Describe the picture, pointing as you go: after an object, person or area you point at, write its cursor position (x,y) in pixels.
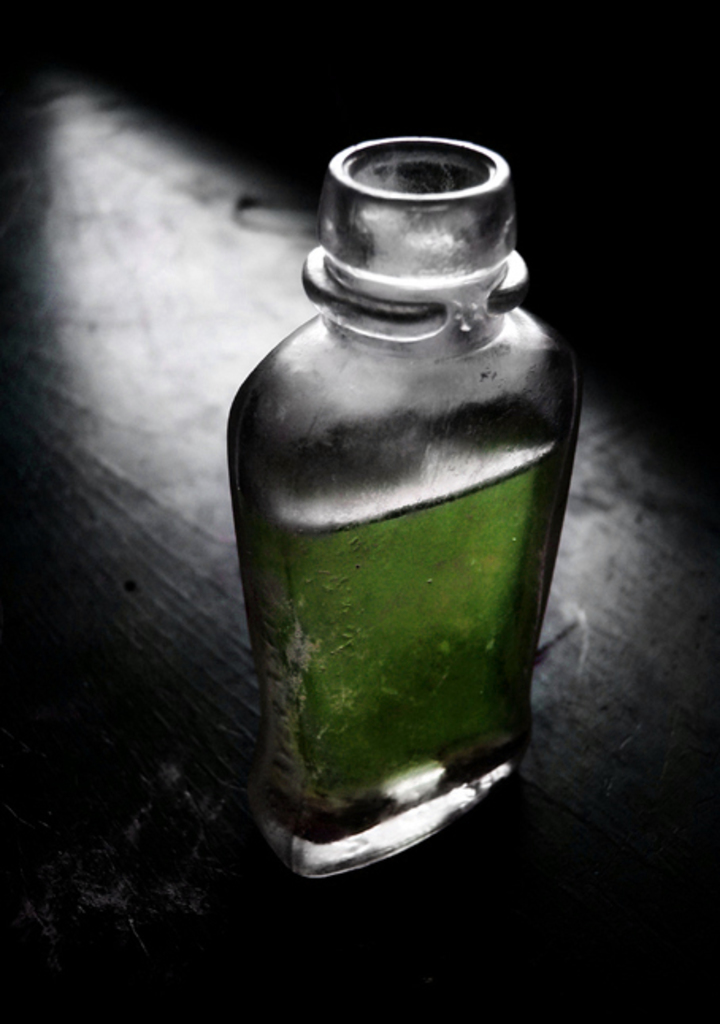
In the center (450,450) we can see the bottle (392,671) which is filled with liquid (428,523).
